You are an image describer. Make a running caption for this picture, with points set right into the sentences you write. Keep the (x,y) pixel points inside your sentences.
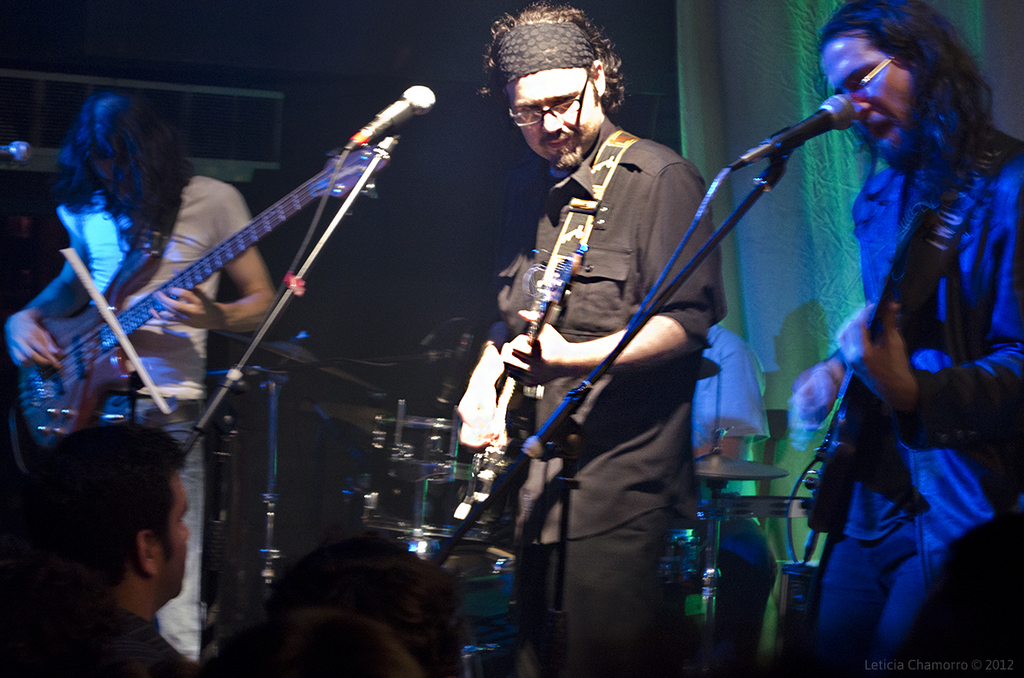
This is a picture taken on a stage (431,414), there are three persons (194,229) standing on and holding guitar (63,350) in front of these people (119,234) there are microphones (376,116) with stands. In front of the people (851,536) there are group of people (121,587) standing. Behind the people (883,217) there are music instruments (727,473) and a wall (656,76).
